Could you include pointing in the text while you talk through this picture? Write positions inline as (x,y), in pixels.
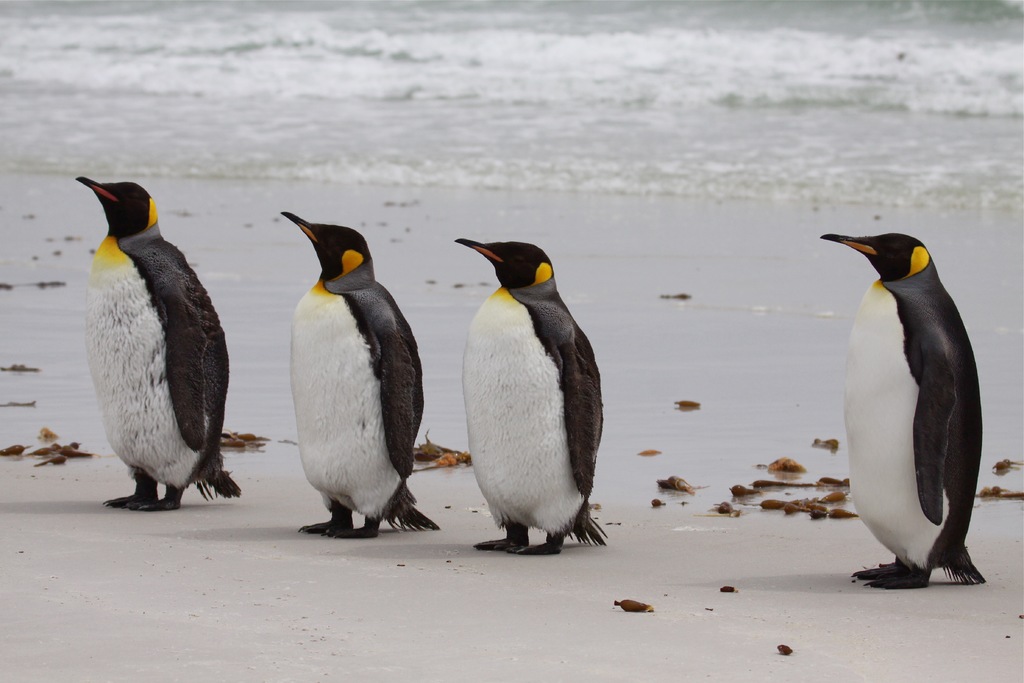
In this image there are four penguins (304,423) standing on the seashore (695,373), and in the background (654,175) there is water (67,35).
